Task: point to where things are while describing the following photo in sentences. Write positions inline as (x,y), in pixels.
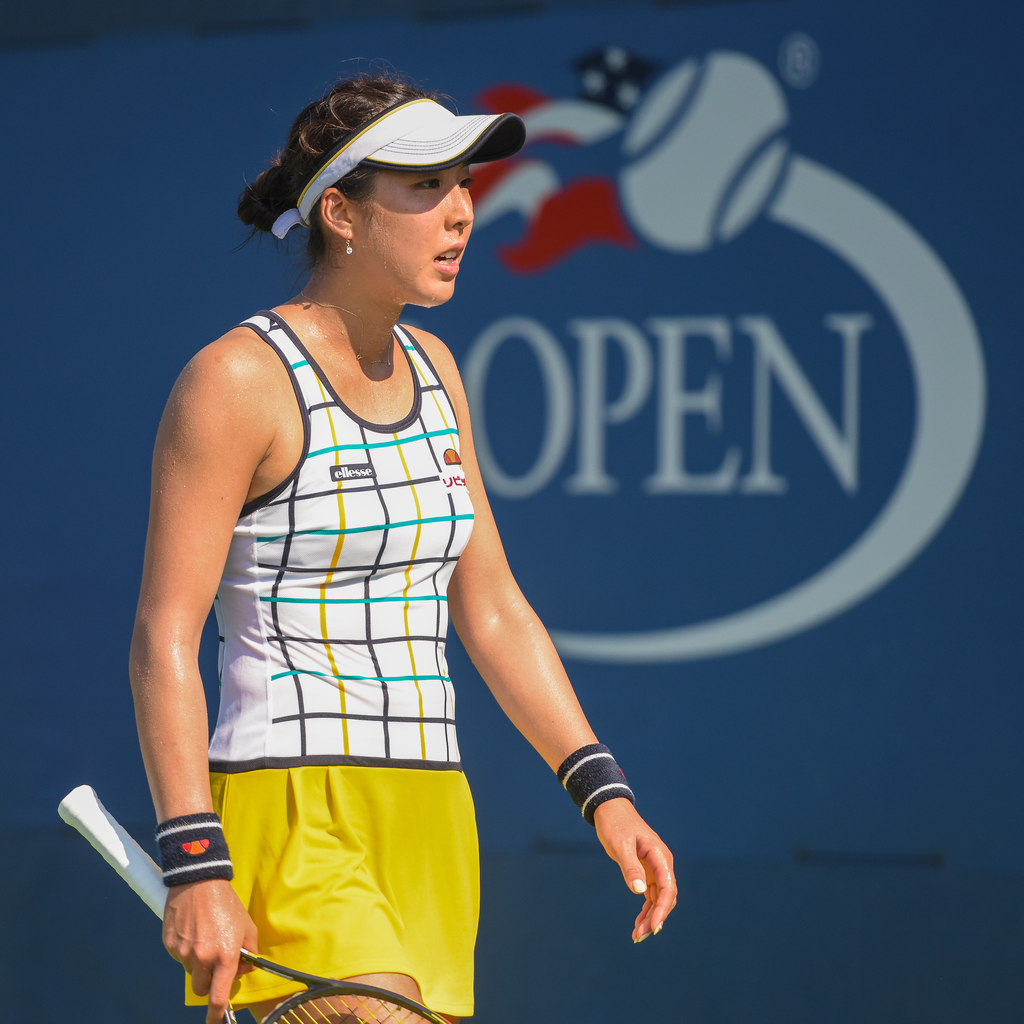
In this image a woman (346,716) is holding a racket (123,849) in her hand (216,912). She is wearing a cap (446,115). Behind her there is a banner (757,697) having some text (662,385) and a picture (699,146) of a ball (706,239) on it.
